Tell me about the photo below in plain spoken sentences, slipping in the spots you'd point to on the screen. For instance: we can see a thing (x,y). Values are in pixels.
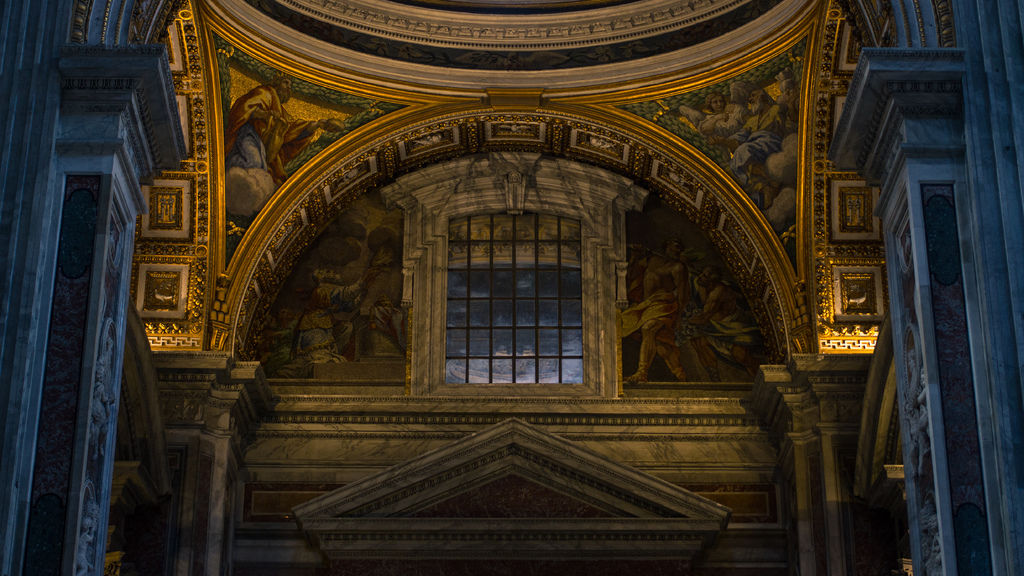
This image is taken inside a room (281,96). There are few paintings (397,335) on the wall (704,202). There is a window (450,299) to the wall (429,384).
